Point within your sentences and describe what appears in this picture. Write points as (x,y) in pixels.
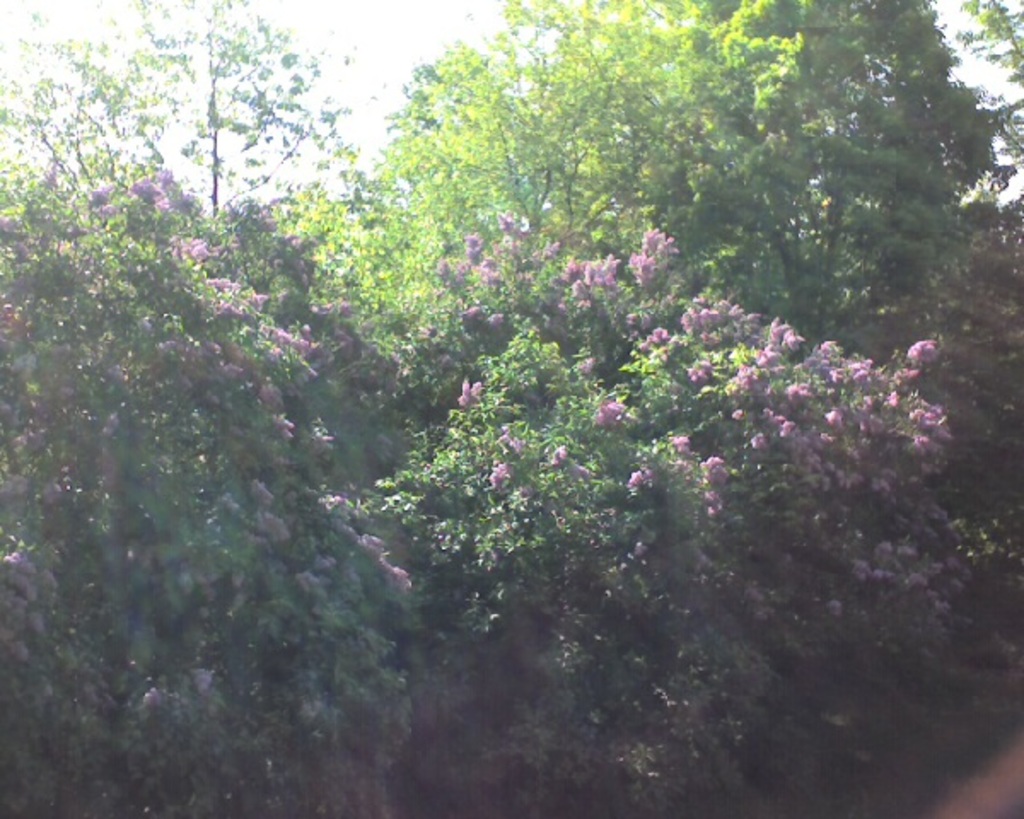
In this image there are plants (443,383). There are flowers (279,532) to the plants (344,461). At the top (351,34) there is the sky (360,47).
